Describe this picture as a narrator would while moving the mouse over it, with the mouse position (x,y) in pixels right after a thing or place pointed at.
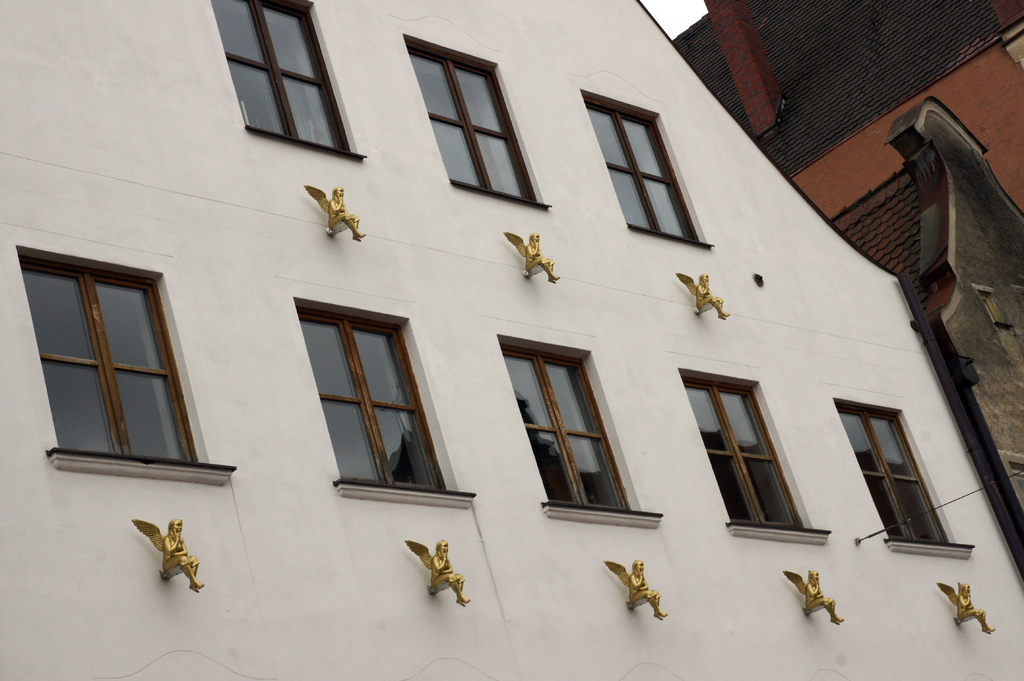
In the image there is a wall (370,193) with glass windows (325,98) and statues (691,283). And also there are roofs (800,50), chimney (733,70) and a wall (1002,334).
